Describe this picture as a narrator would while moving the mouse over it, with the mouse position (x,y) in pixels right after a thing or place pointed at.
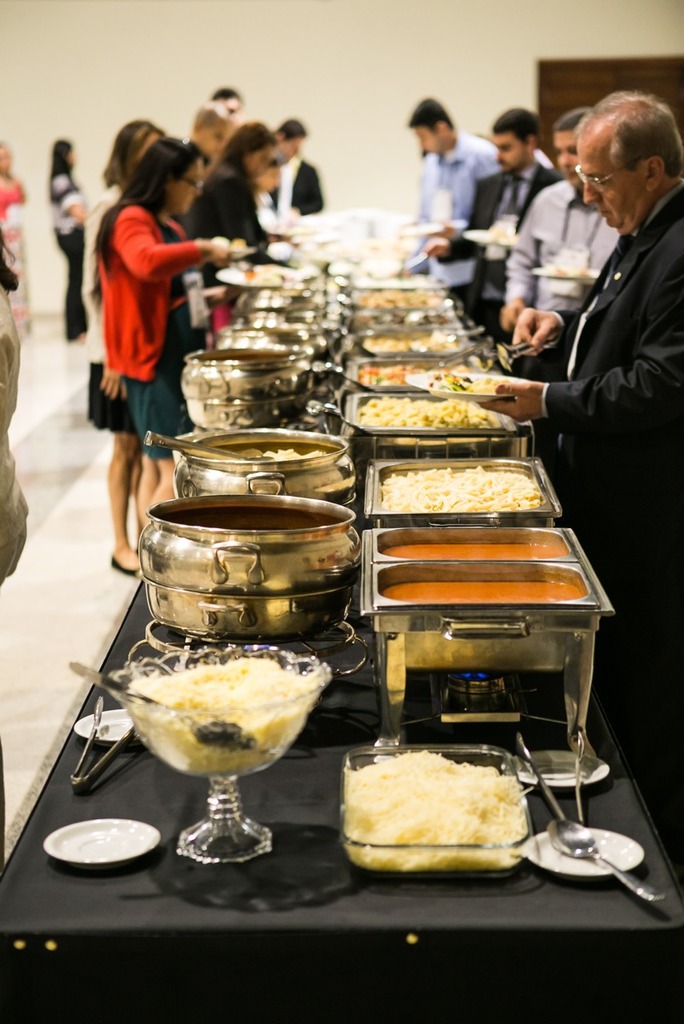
In the middle of the image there is a table (308,757), On the table (317,763) there are few dishes (404,350) and spoons (566,830). In the middle of the image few people (670,187) are standing. Behind them there is a wall (455,45).
